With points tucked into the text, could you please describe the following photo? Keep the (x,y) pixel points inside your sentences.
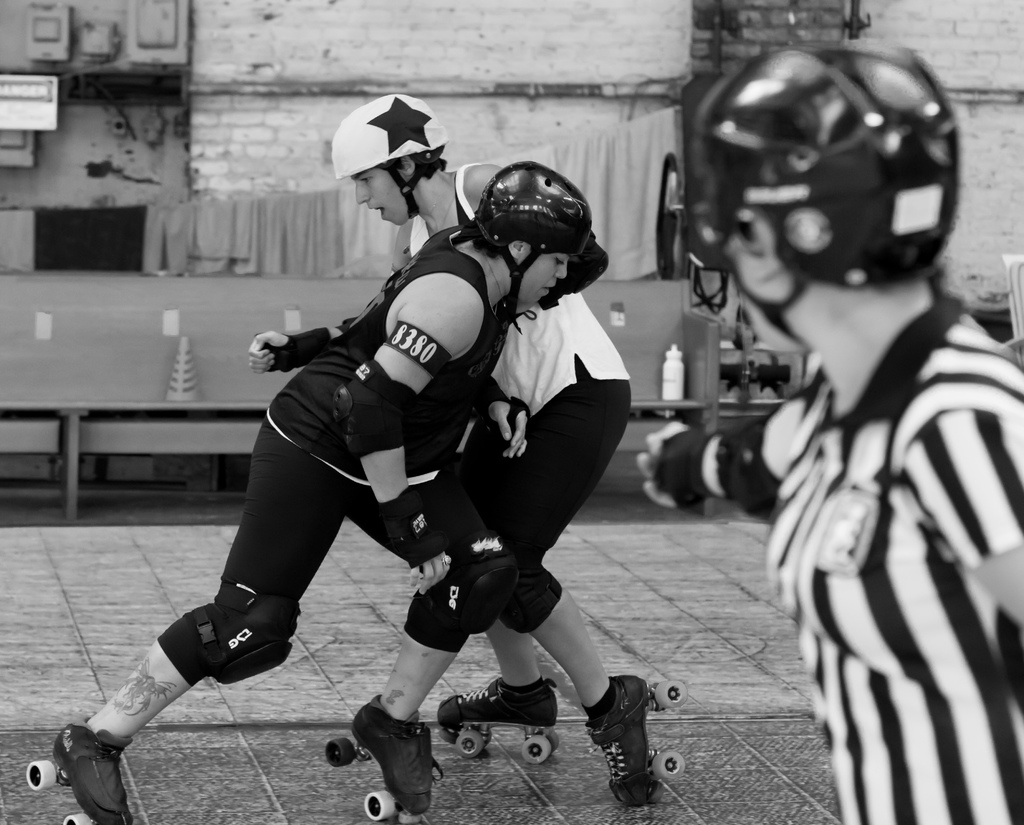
Here in this picture we can see people (515,328) skating on the floor (200,753) with skating shoes (108,796) on them and we can see they are wearing gloves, knee caps (241,649), elbow caps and helmets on them and beside them we can see a table (632,370), on which we can see a bottle (674,373) present and we can see clothes (615,231) hanging over there.
